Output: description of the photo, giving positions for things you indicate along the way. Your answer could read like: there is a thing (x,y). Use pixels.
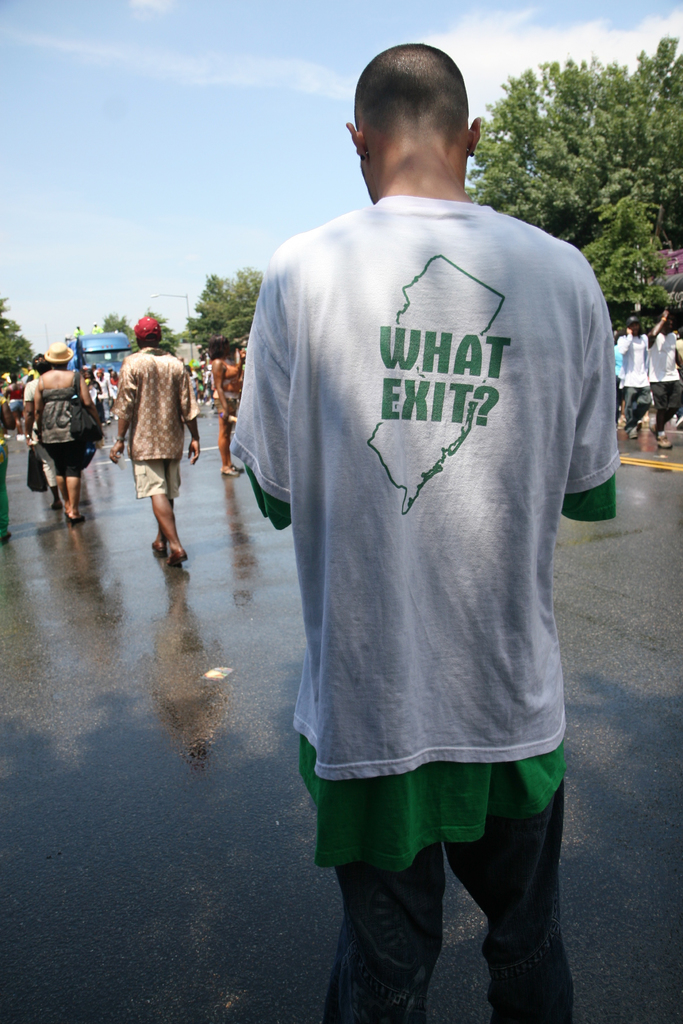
This is an outside view. Here I can see a man (426,552) wearing a white color t-shirt (410,518) and standing on the road (323,910) facing towards the back side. In the background (63,404), I can see many people (129,383) are walking on the road (75,632) and there are many trees (632,160). At the top of the image (143,158) I can see the sky (465,69) and clouds (494,53).
